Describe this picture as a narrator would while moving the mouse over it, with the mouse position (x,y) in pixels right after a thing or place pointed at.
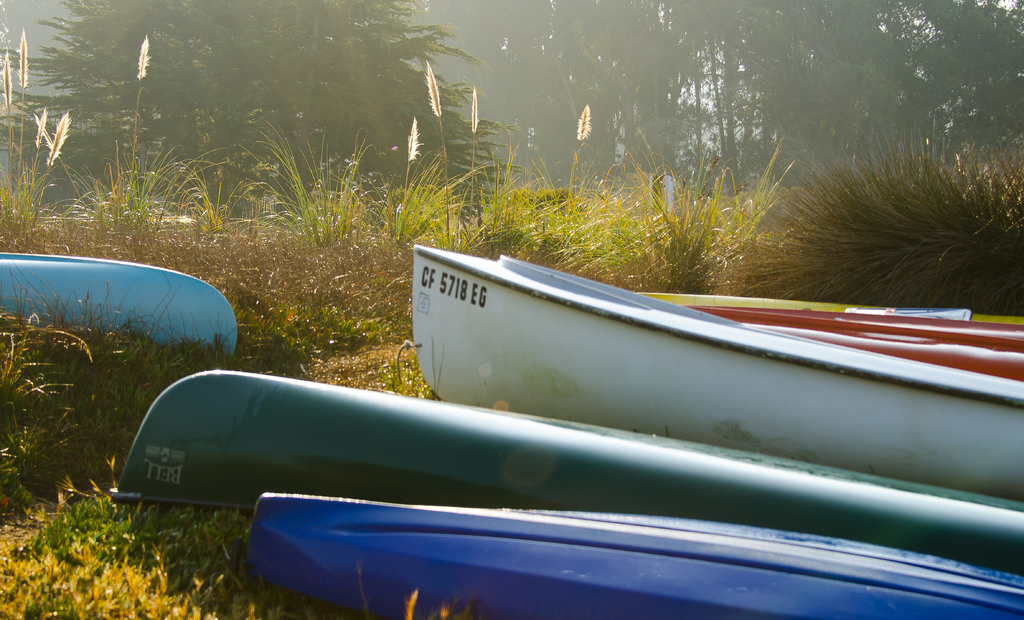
In this image, we can see some boats (581,367) and there are some plants (222,235) and there are some trees (702,53).
